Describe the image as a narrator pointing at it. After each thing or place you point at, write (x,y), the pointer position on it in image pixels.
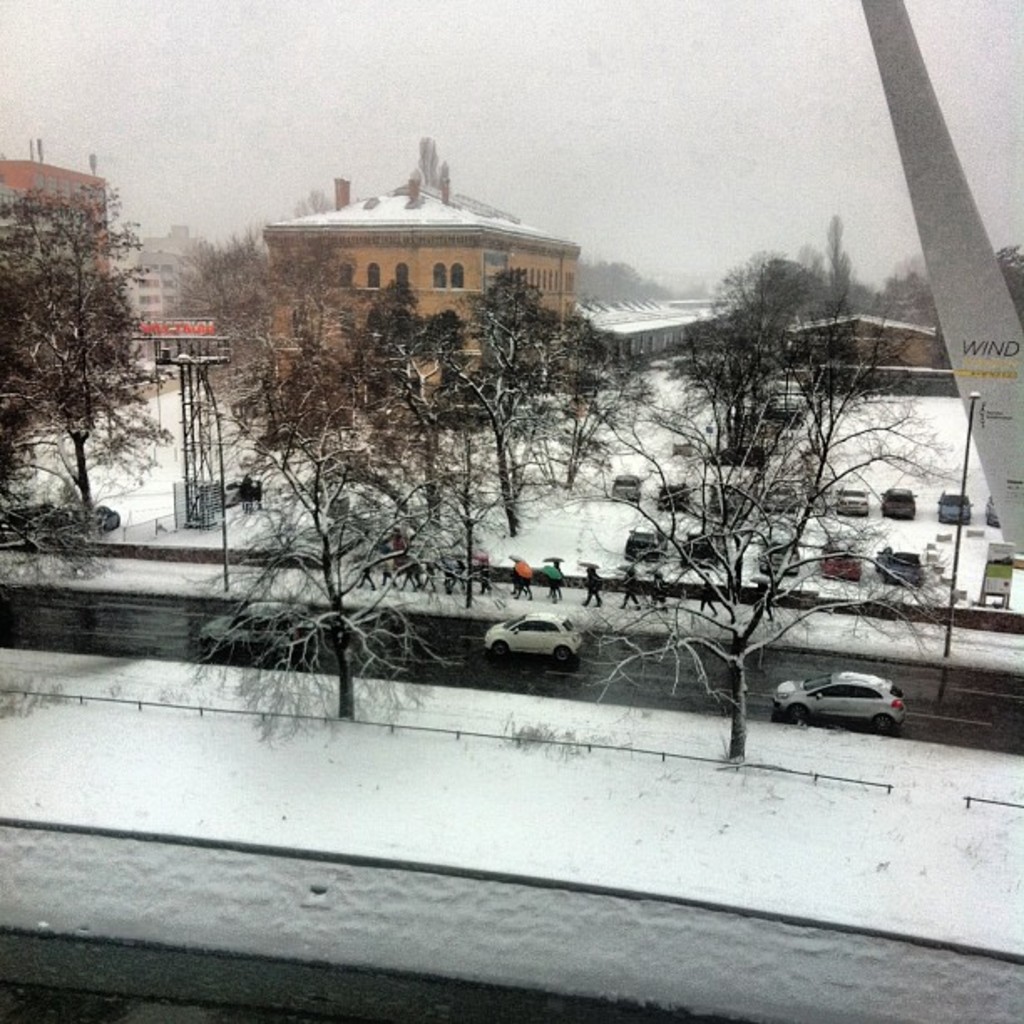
In this picture we can see few vehicles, poles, trees (722,608) and group of people (709,601), they are walking on the pathway (845,626), and also we can see snow (565,527) and few buildings (496,331).
